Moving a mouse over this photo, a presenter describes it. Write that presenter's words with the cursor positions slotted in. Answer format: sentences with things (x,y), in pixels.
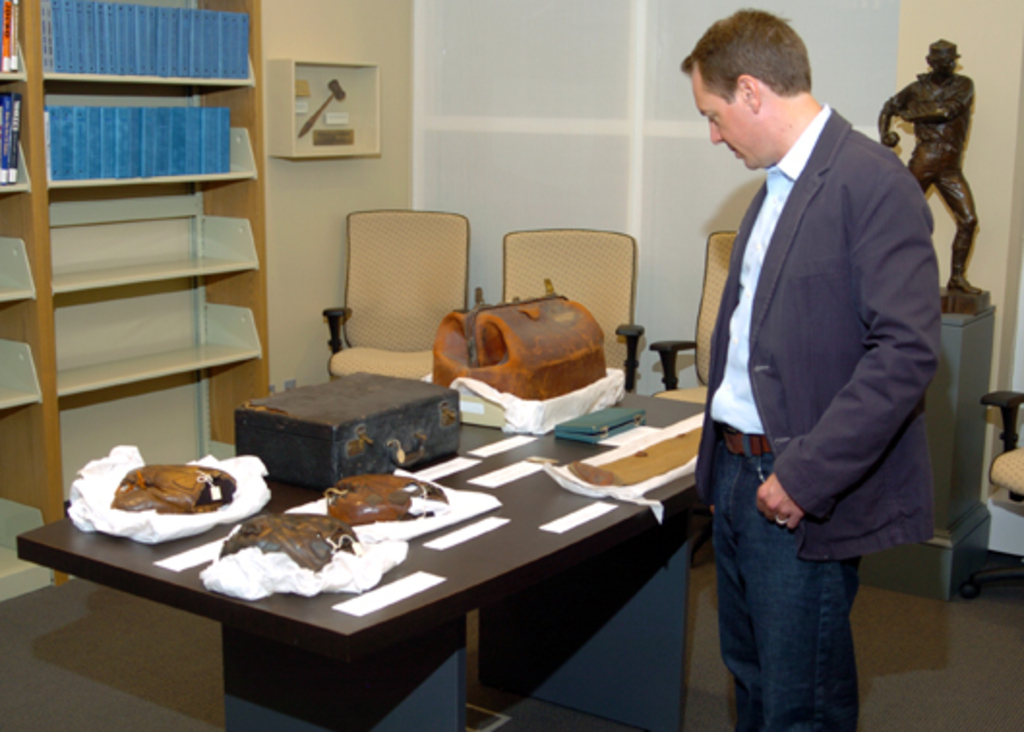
In this picture a man (695,92) is standing and looking at the objects (591,474) kept on the table (463,472), there are some books (174,74) in book shelf (250,91) and there some chairs (463,256). There is a statue (958,157) in the background (946,165).
